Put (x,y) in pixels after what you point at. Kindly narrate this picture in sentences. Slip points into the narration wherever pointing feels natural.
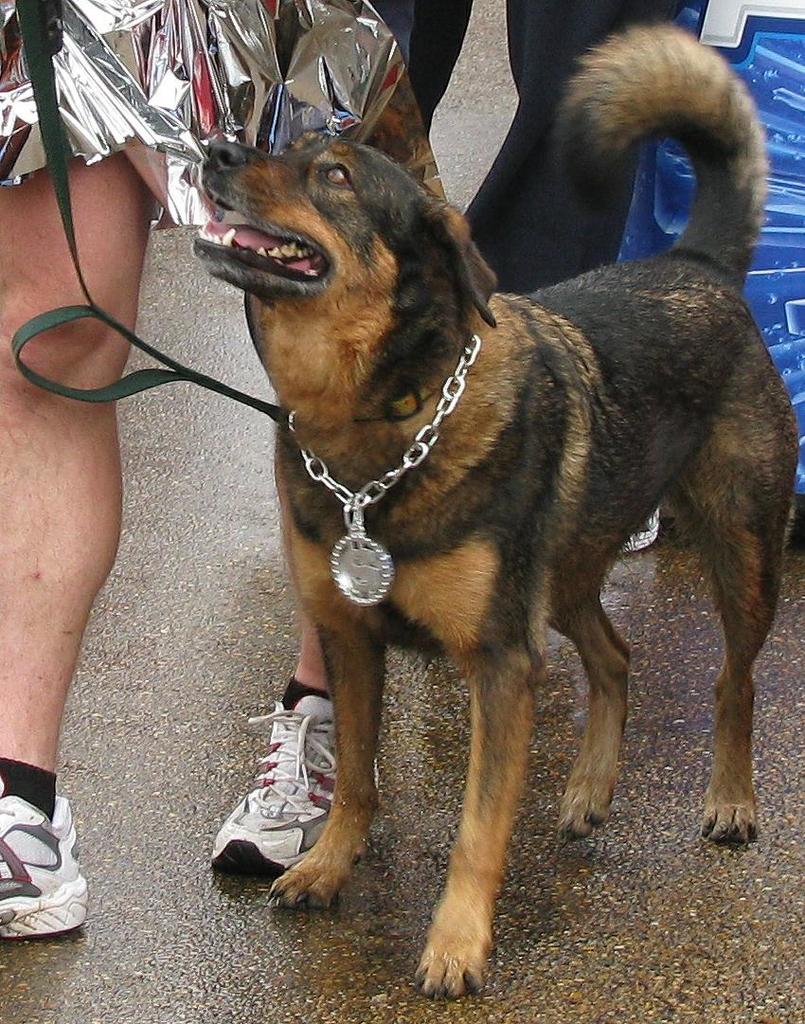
In this image there are some people (47,209) and also there is one dog (608,373), in the background (766,204) there is one board (757,65) and at the bottom (114,908) there is a walkway (768,827) and one person (123,219) is holding some belt (135,341).
